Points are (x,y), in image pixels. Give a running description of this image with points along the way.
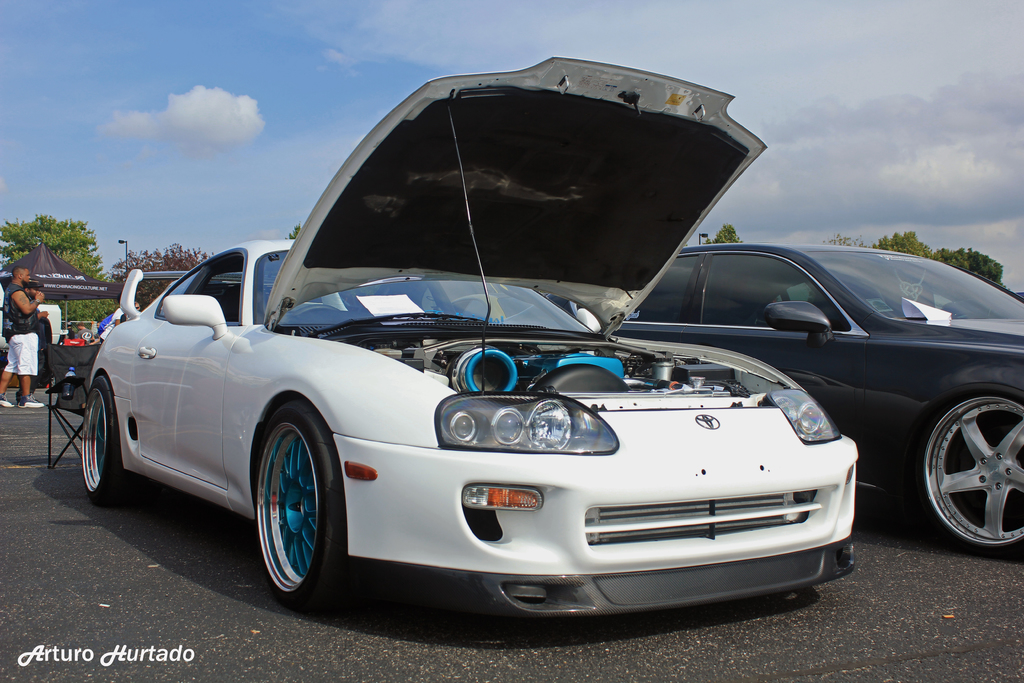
In this image I can see two vehicles (424,425) and the vehicles (813,462) are in white and black color. Background (17,149) I can see few persons (8,312), a tent (61,291) in black color, trees (78,256) in green color, few light poles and the sky (168,109) is white and blue color.
